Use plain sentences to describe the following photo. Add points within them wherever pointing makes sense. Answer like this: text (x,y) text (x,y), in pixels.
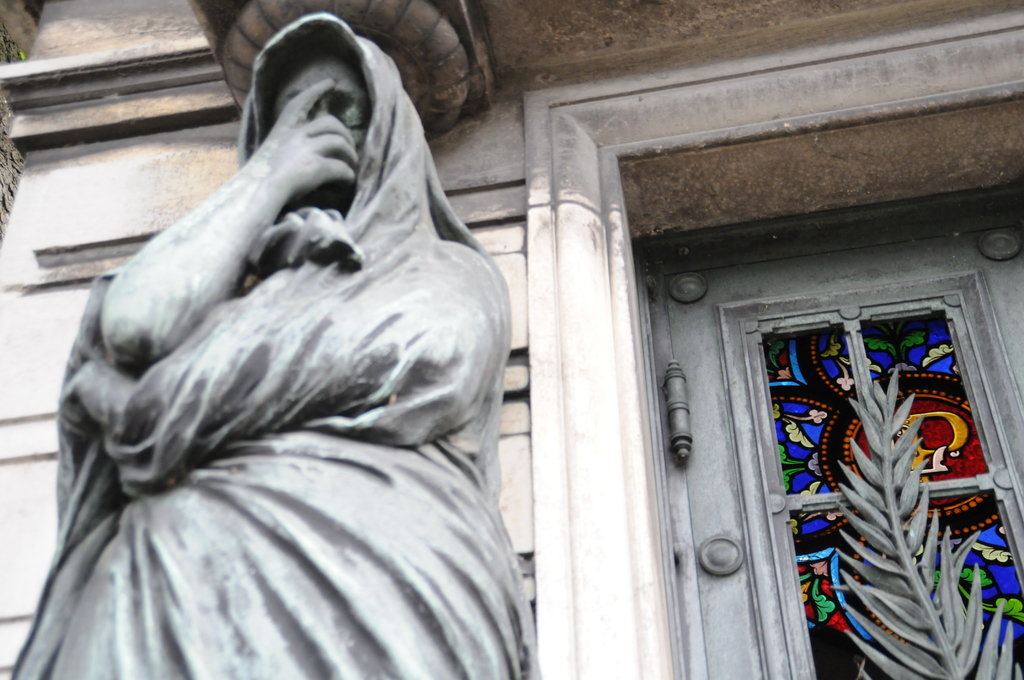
In this image I can see few sculptures (463,288) in the front (312,219).
